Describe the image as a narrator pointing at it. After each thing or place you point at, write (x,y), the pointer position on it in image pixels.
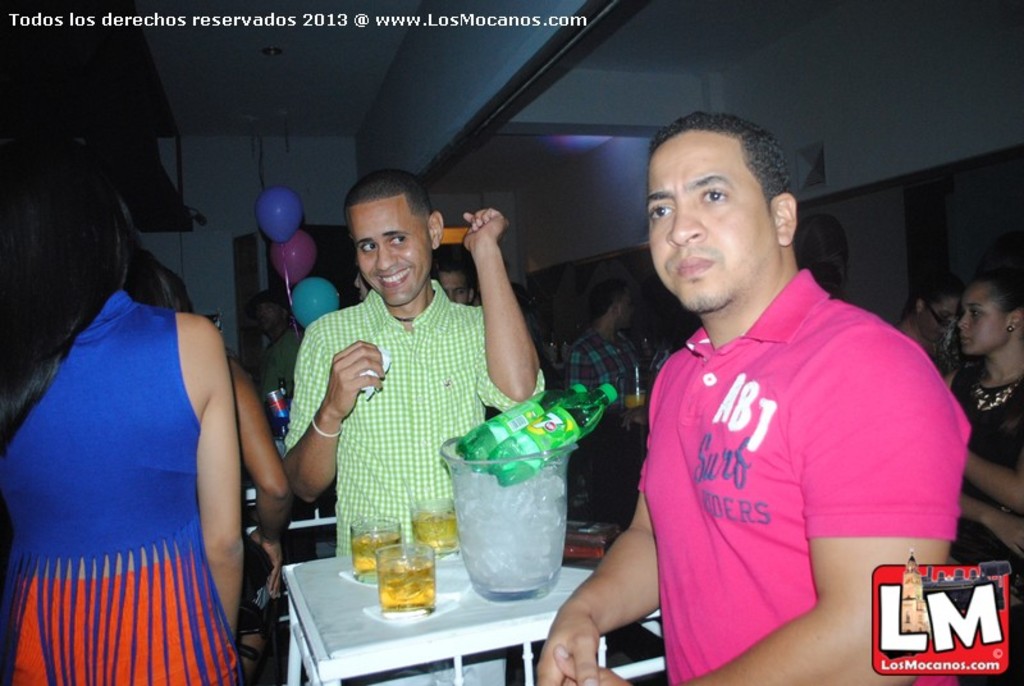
In this image I can see the group of people (465,399) with different color dresses (423,357). I can see the table (314,589) in-between these people (489,346). On the table (347,624) I can see the glasses (402,595), bottles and ice basket (474,536). In the background (224,322) I can see the colorful balloons (284,256) and the wall (221,170).
